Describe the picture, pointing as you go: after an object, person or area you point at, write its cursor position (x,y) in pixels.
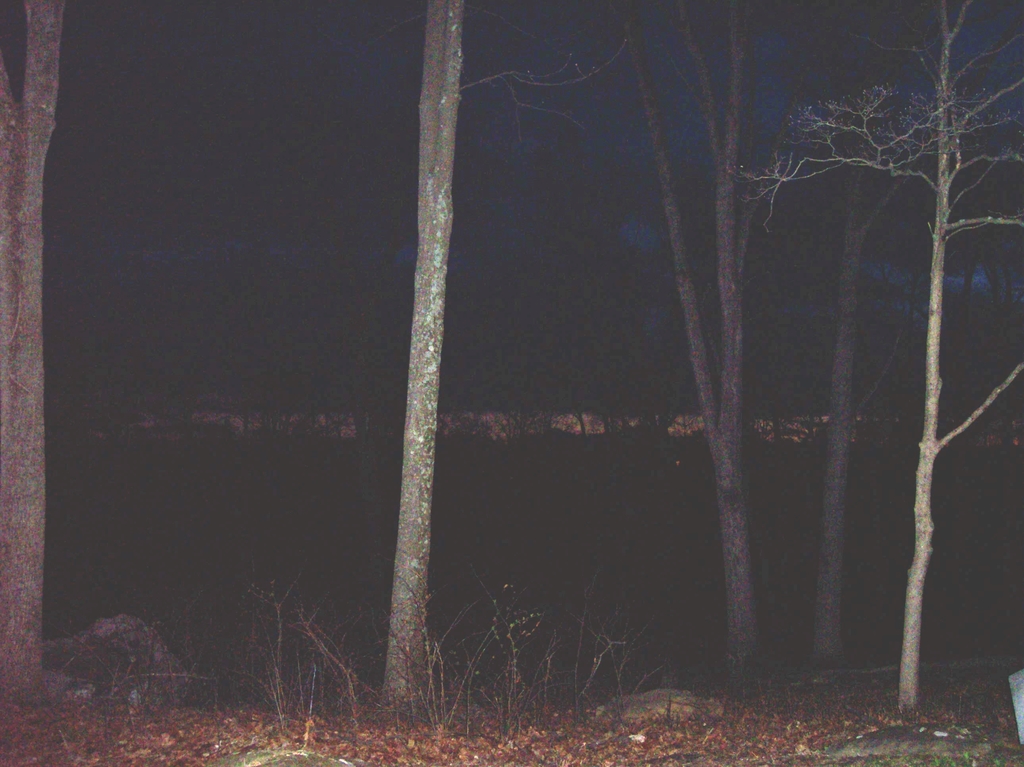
In this picture we can see the night view of a place with many trees (403,680) and grass (361,699) on the ground (459,761).
